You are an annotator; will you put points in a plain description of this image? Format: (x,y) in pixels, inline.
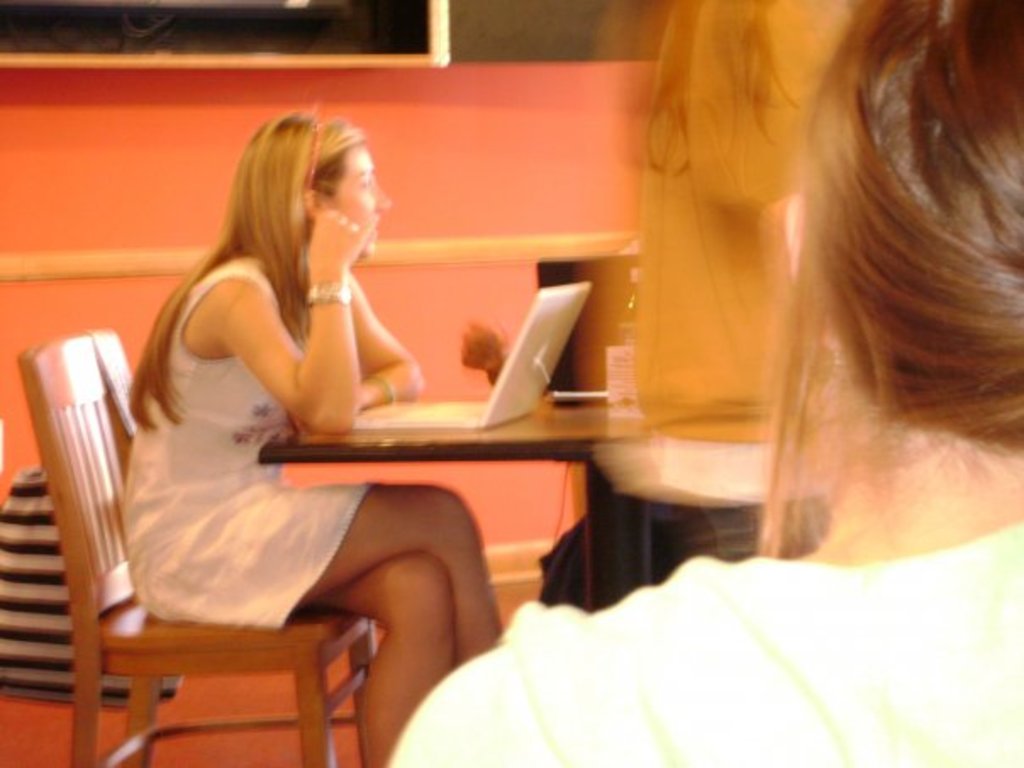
She is sitting on a chair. There is a table (513,435). There is a laptop (500,392) on a table (528,428). We can see in the background (497,311) there is a wall (510,466) and photo frame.
